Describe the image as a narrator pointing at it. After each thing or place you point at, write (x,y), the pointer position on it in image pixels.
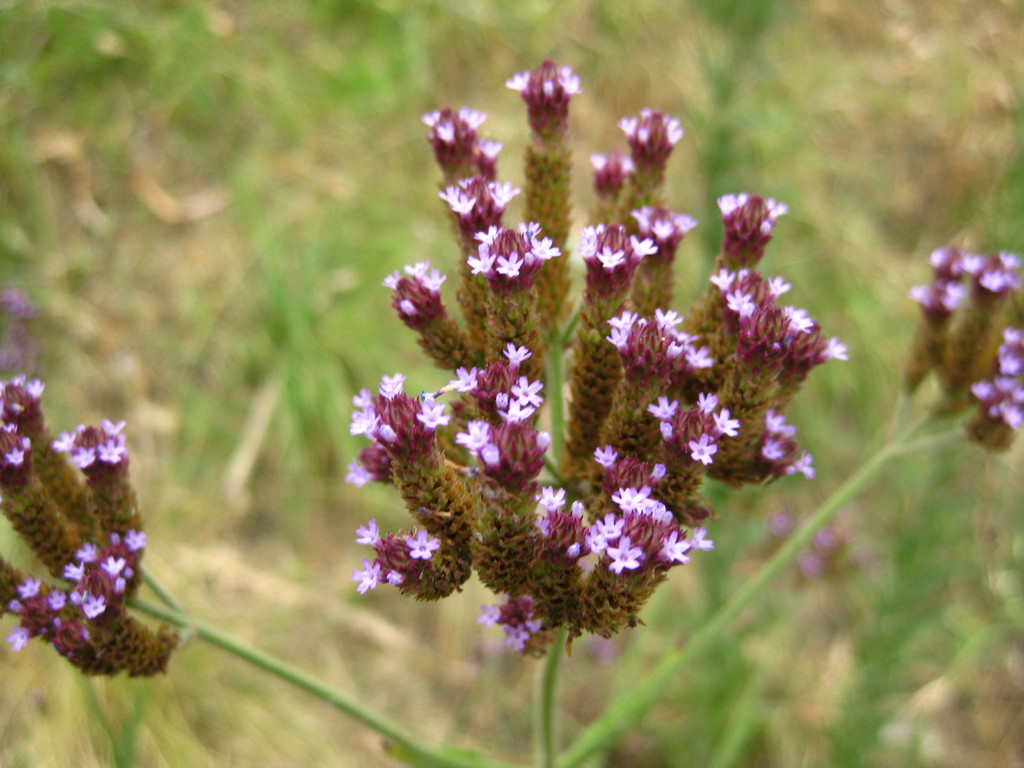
This image consists of flowers (497,487) which are in the front (651,366) and the background (908,140) is blurry.
